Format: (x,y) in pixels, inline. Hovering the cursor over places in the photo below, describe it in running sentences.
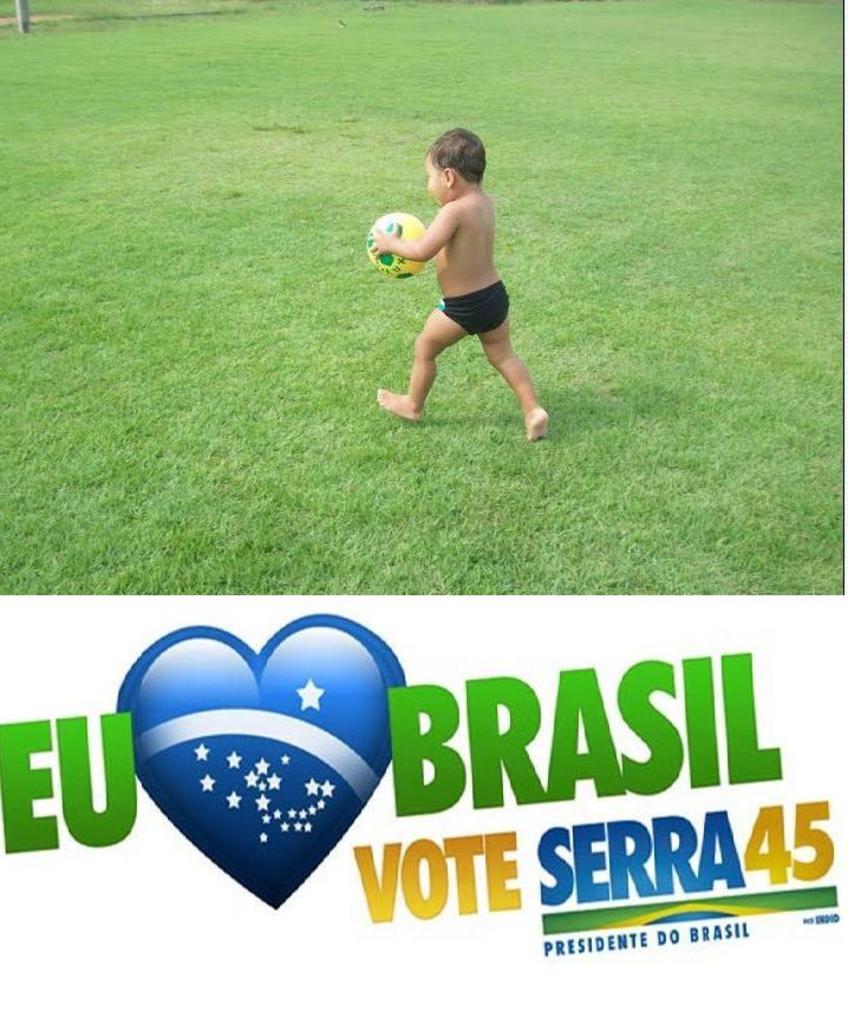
In this picture we can see a kid (461,213), and the kid (436,240) is holding a ball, and also we can see grass (224,129), at the bottom of the image (527,768) we can find text (428,799).
